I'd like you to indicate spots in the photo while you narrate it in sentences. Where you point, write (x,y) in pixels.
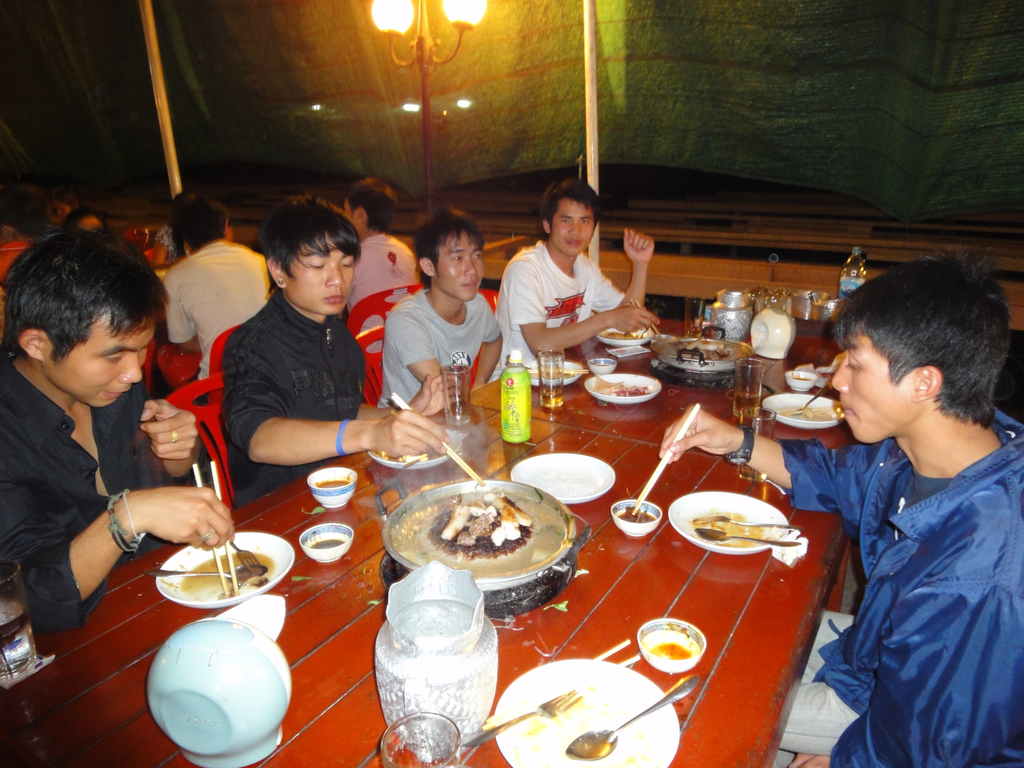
In this picture we can see a group of people (429,399) sitting in front of a dining table (517,620), we can see some plates (550,693) and fork (553,708) and spoon (583,745), we can also see a glass (399,737), people (195,442) are holding chopsticks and looking at the food (425,533), on the left side of this image (243,256) we can also see another group of people (191,201) sitting in front of a table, on top of image (405,24) we can see two lights (406,8).
